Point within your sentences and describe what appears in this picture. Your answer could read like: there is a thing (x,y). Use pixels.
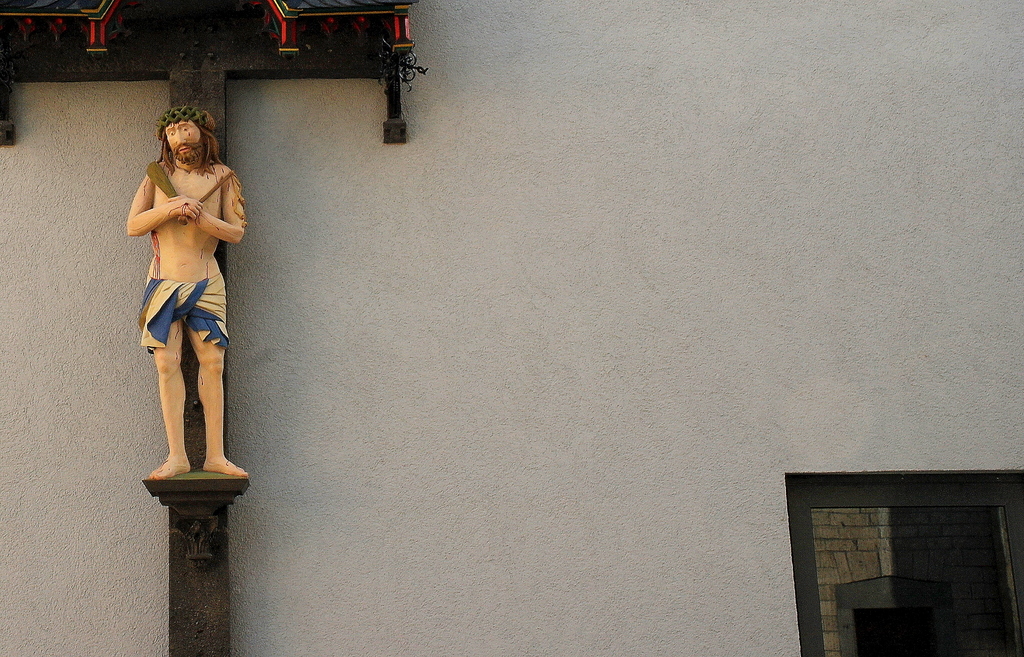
In this image we can see statue (169,359) of a person (214,413) on the platform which is on the wall (399,211). At the bottom right corner of the image (844,559) we can see a window (969,574). On the window glass (920,607) we can see the reflection (958,591).
